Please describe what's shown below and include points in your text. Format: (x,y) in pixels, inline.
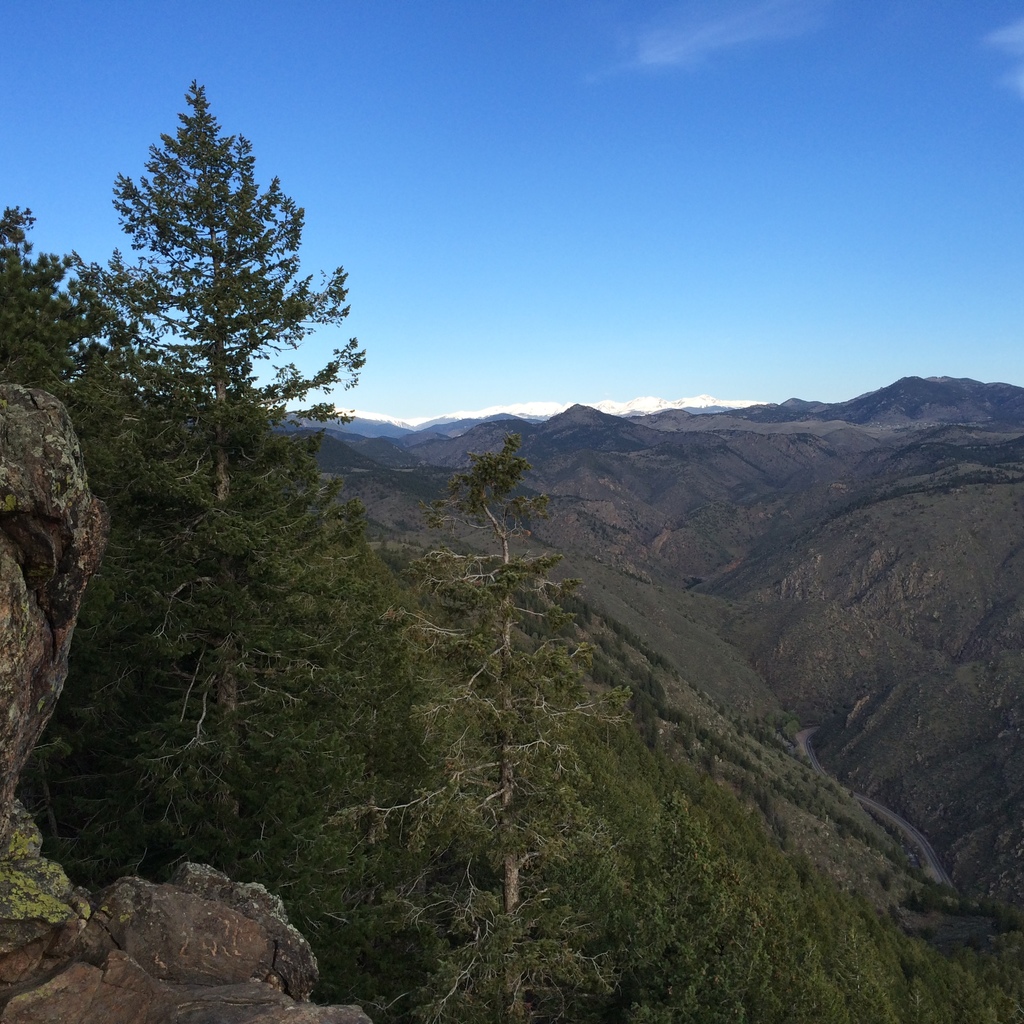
In this image we can see a group of trees (556,777). On the backside (795,558) we can see the hills (799,524) and the sky (833,354) which looks clear.
